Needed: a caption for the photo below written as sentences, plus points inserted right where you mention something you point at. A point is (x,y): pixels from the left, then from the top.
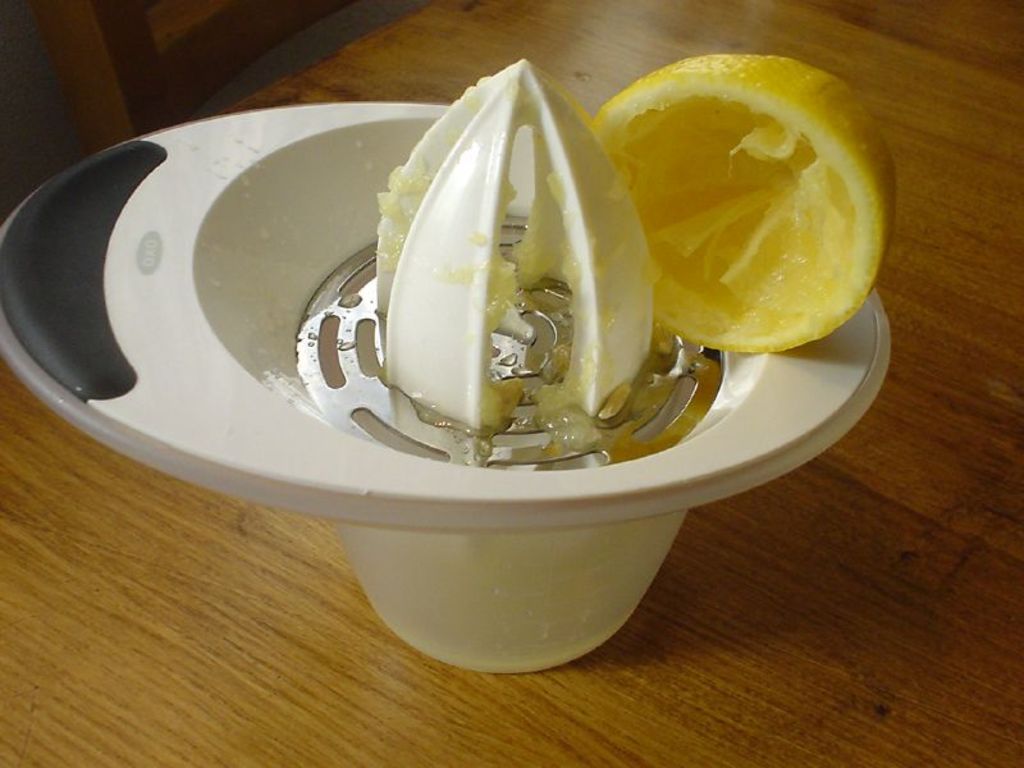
In this image, I can see a juice squeezer (782,372) with a lemon (824,174) on it. This juice squeezer (490,572) is placed on the wooden table (713,580).
